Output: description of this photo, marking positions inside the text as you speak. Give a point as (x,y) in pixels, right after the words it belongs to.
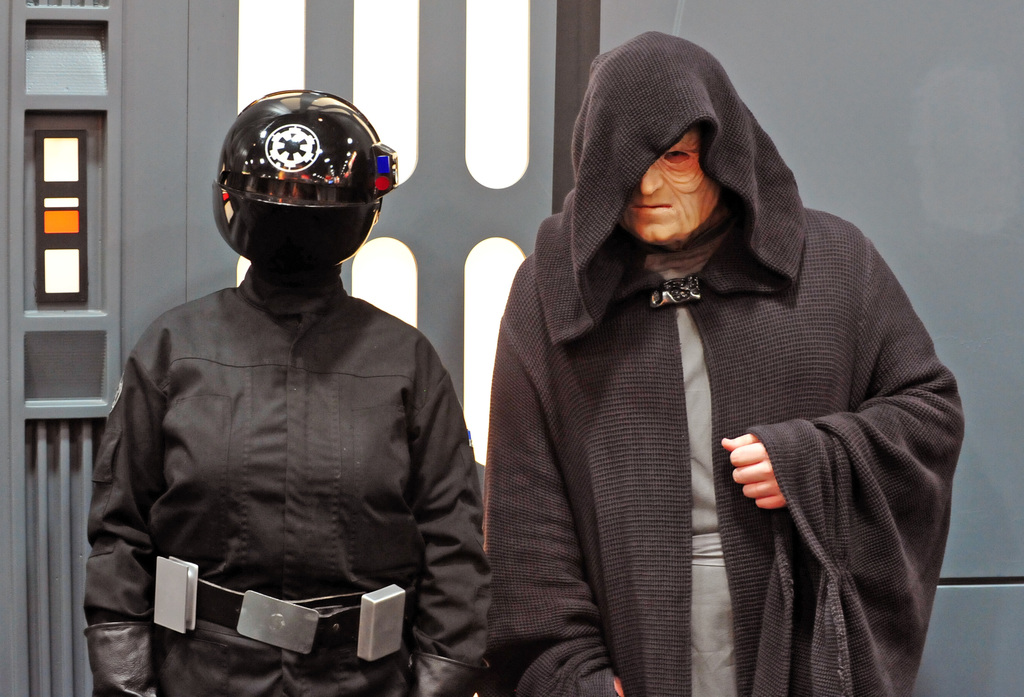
In this picture I can see on the right side (796,449) it looks like a person (778,385) wearing the costume (775,361), on the left side (238,516) there might be a person (346,458) wearing black color dress (361,474) and a helmet (369,175).
